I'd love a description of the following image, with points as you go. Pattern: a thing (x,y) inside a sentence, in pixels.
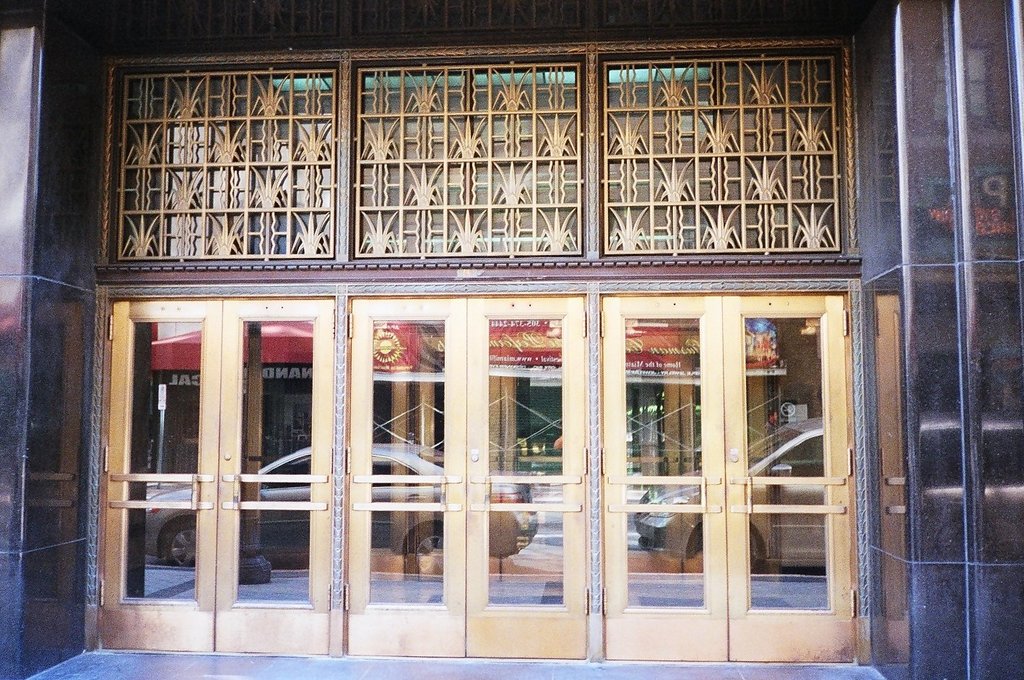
In this image I can see the building (555,238) and there are the glass doors (475,390) to it. Through the glass (403,471) I can see the vehicles (522,497) and other building (500,363).
